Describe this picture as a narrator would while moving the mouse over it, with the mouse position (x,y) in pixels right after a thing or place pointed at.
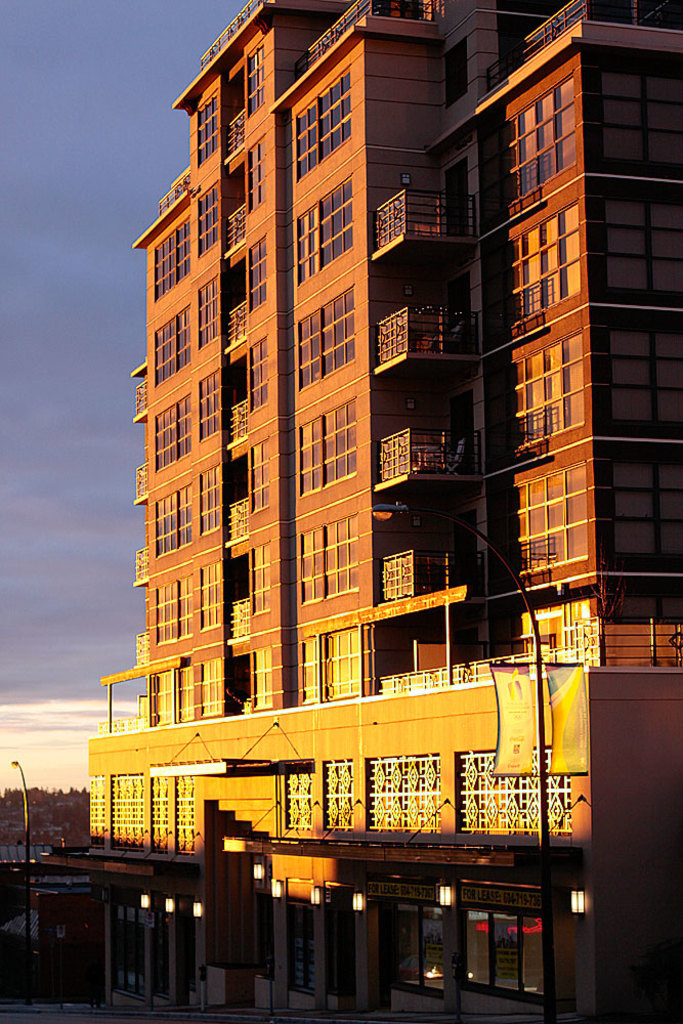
It is a big building (439,595), on the left side (102,326) it's a cloudy sky (89,393).
